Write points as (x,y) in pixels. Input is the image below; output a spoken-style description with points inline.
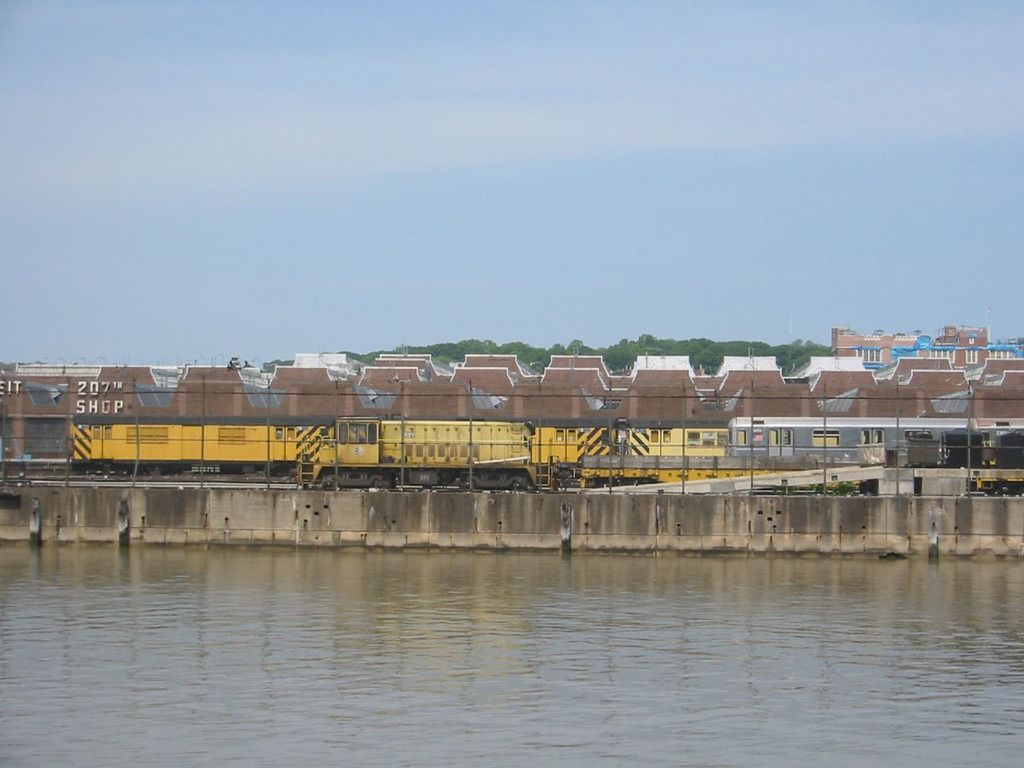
In this image we can see water (530,593), walls (516,508), train (242,425), poles (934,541), trees (787,359), and a building (974,359). In the background (475,154) there is sky (554,124).
